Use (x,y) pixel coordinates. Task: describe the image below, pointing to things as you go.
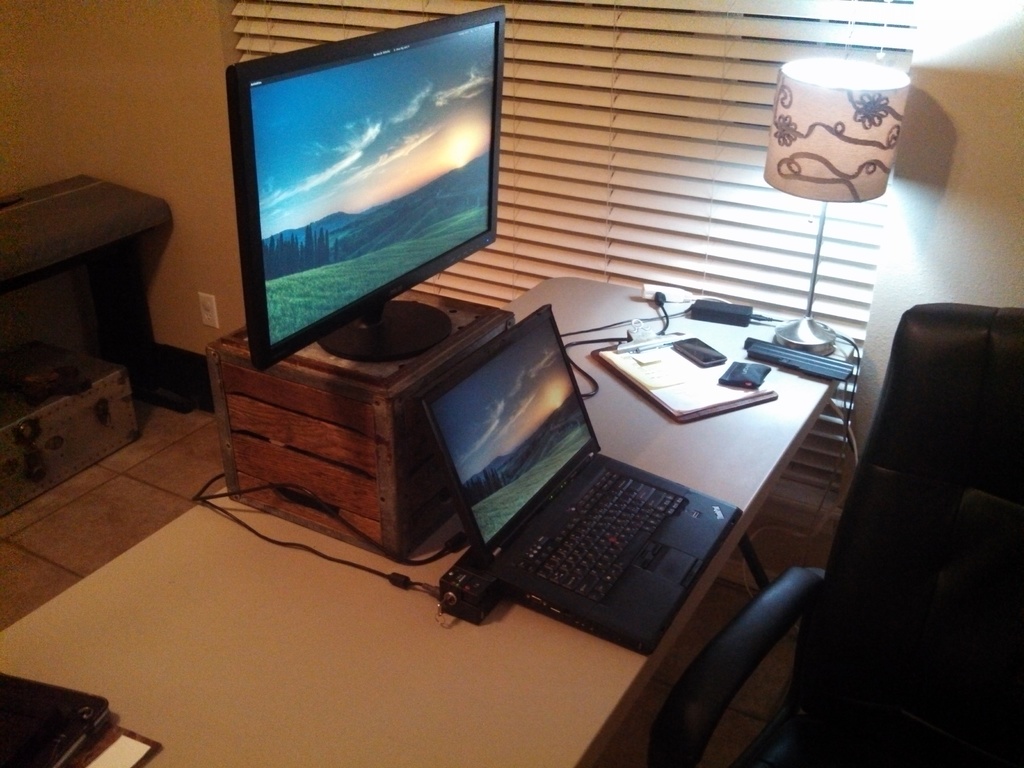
On this table (266,516) there is a box (390,372), monitor (399,205), laptop (658,551), pad (702,402), papers (691,369), mobiles (718,354), lantern lamp (820,112) and cable (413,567). This is a black chair (896,548). Far there is a table (98,216). Under the table (64,229) there is a box (71,406).
